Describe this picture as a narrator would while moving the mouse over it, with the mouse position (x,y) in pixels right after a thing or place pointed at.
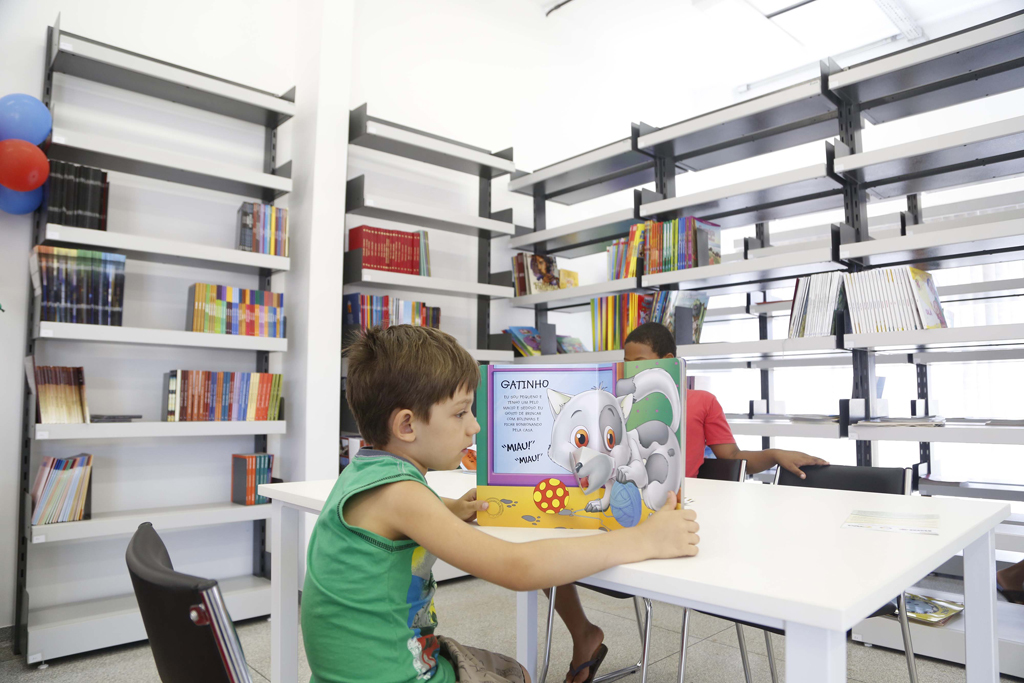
in the picture there was a room (490,484) a boy (362,572) was sitting in the chair (194,600) and reading a book (624,495) placing it on the table (713,526), another boy (640,343) was sitting a little bit away, in the room (474,356) there was shelf (238,257), in the shelf (225,370) there was books (68,471).
